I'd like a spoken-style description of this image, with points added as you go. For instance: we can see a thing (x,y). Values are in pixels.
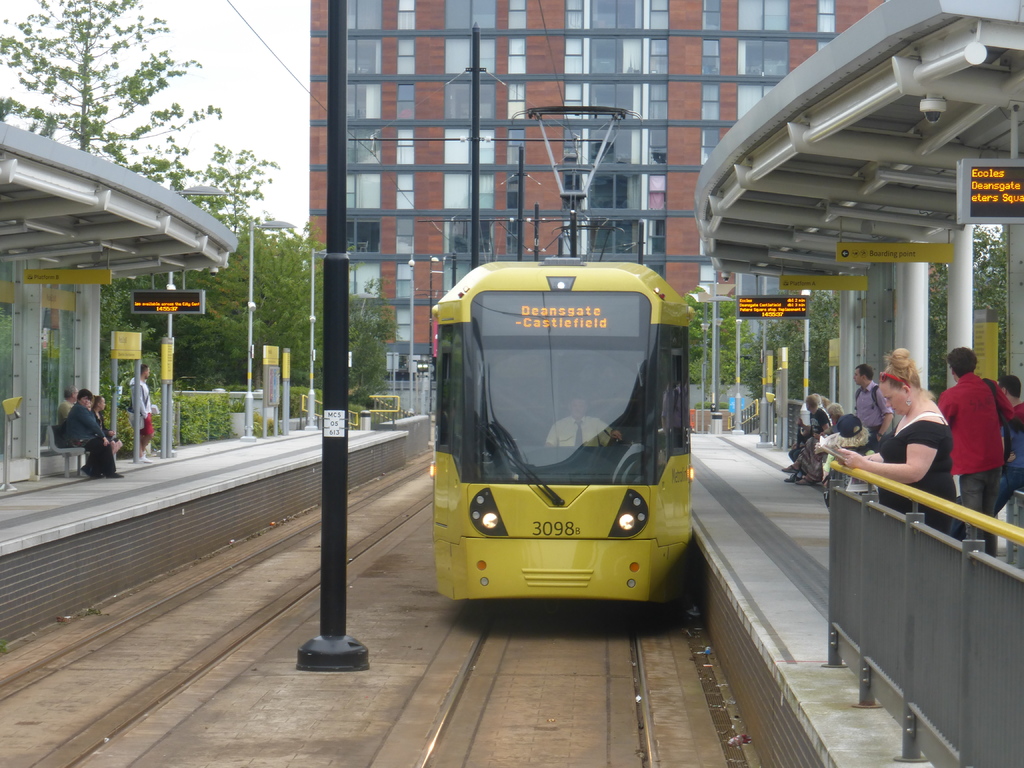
In this image we can see a train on a railway track (616,735) to the side there is a platform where we can see some people (968,374) sitting and standing. We can see some led sign boards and yellow boards (132,354) with text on it. There is a building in the background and we can see some trees (307,364) and plants (294,387).
